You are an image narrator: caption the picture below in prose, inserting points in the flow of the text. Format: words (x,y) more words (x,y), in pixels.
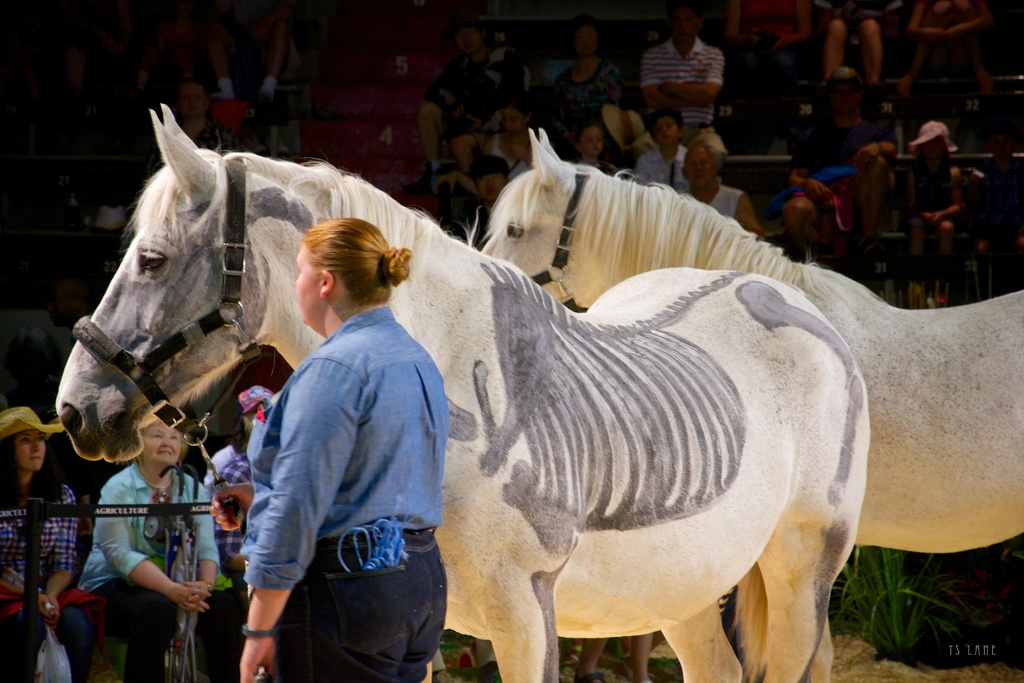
In the middle of the picture (571,367), we see two horses (620,313) which are in white color. The woman (378,348) in the blue shirt (324,468) is standing beside the horse (549,355). In the left bottom of the picture (185,492), we see the people (56,547) are sitting on the chairs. In the background (458,85), we see many people (874,165) are sitting on the chairs (771,167). In the right bottom of the picture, we see the grass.
